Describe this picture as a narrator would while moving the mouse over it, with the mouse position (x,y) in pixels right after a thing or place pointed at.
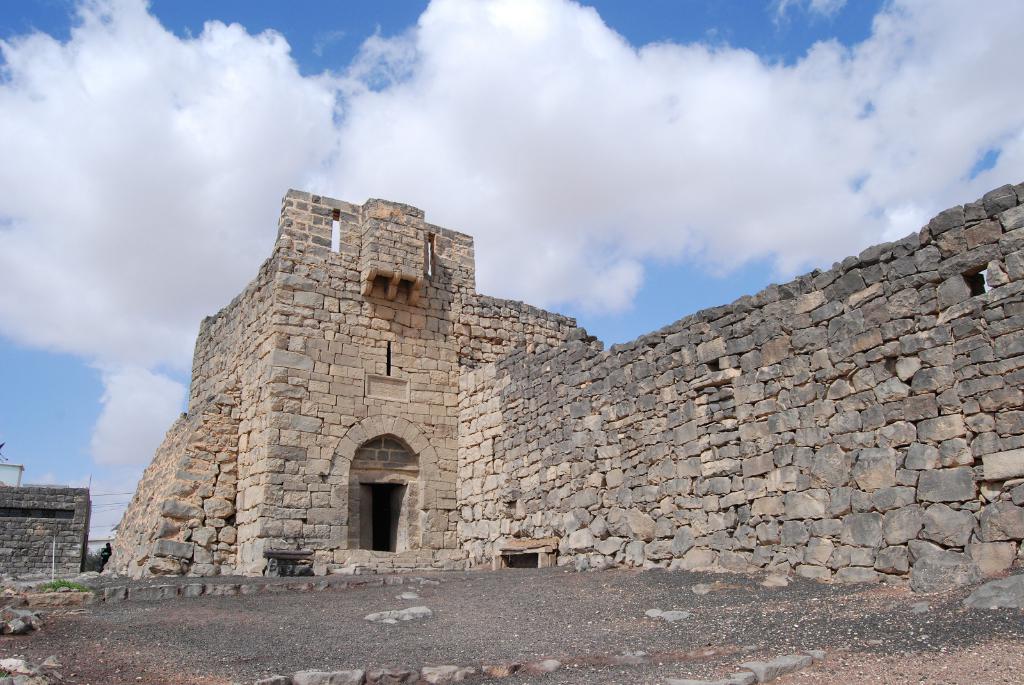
In this image I can see the fort (443,424) which is in grey and ash color. In the background (381,164) I can see the clouds (263,171) and the blue sky (630,26).
